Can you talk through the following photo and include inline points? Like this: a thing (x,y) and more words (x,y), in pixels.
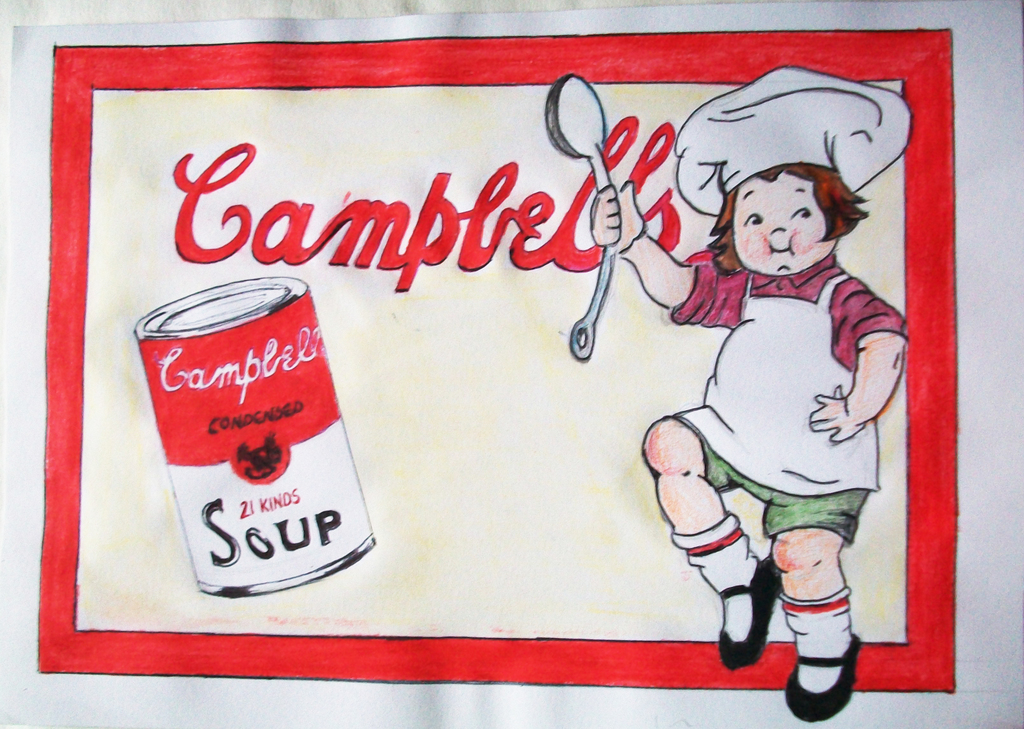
In this image, I can see a poster (59,290) with the pictures (792,268) of a person (797,342) holding a spoon (597,188), tin (289,427) and the letters (521,240) written on the poster (483,235).
